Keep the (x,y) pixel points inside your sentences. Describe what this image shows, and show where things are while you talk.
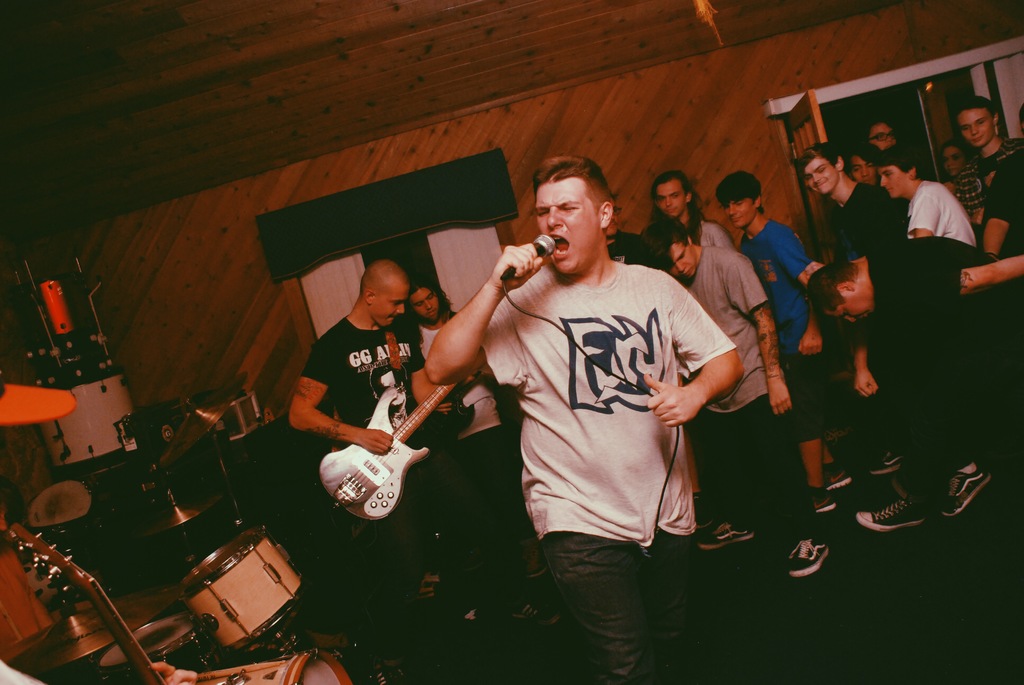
In this image I see a man (426,365) who is holding the mic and I see another man (385,272) who is holding a guitar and I see lot of people (429,298) in the background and all of them are standing. I can also see few musical instruments (62,392) over here and I see 2 windows (830,109) and the wall (99,227).
